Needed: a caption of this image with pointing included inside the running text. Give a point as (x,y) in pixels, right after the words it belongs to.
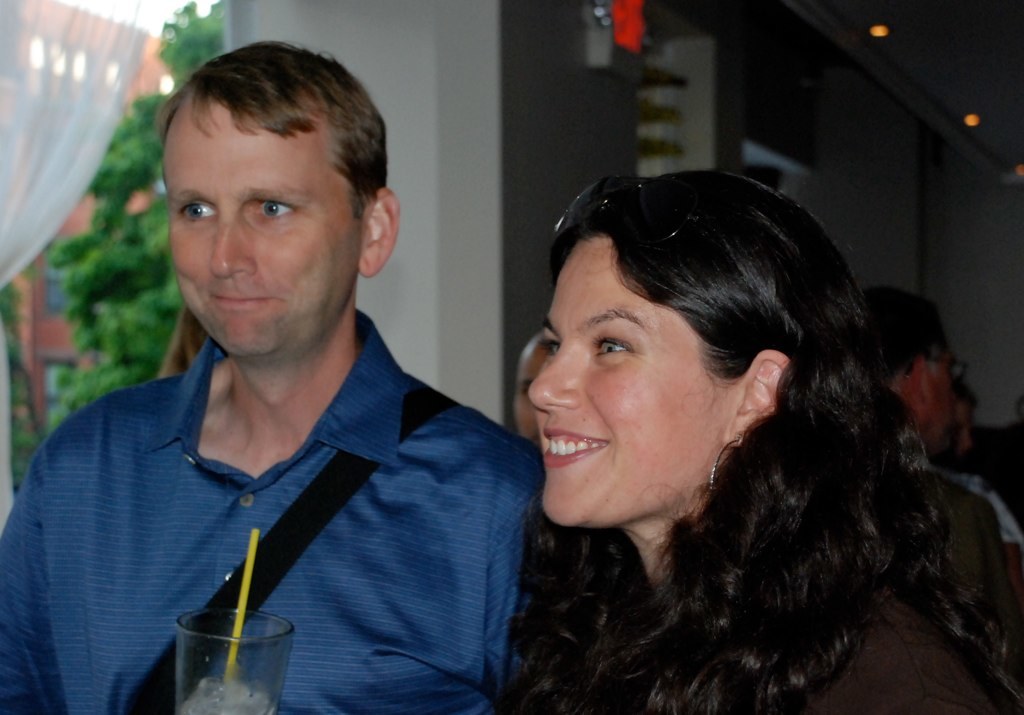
In this image we can see group of persons (781,407). One woman (688,254) is wearing goggles (673,216) on her head (742,474). One person (319,578) is holding a glass (251,684) with straw (232,661) in it. In the background (69,384), we can see group of lights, pillars (389,156), trees (150,120), curtain (39,106), a building (34,341) with windows (48,384) and the sky (150,13).
